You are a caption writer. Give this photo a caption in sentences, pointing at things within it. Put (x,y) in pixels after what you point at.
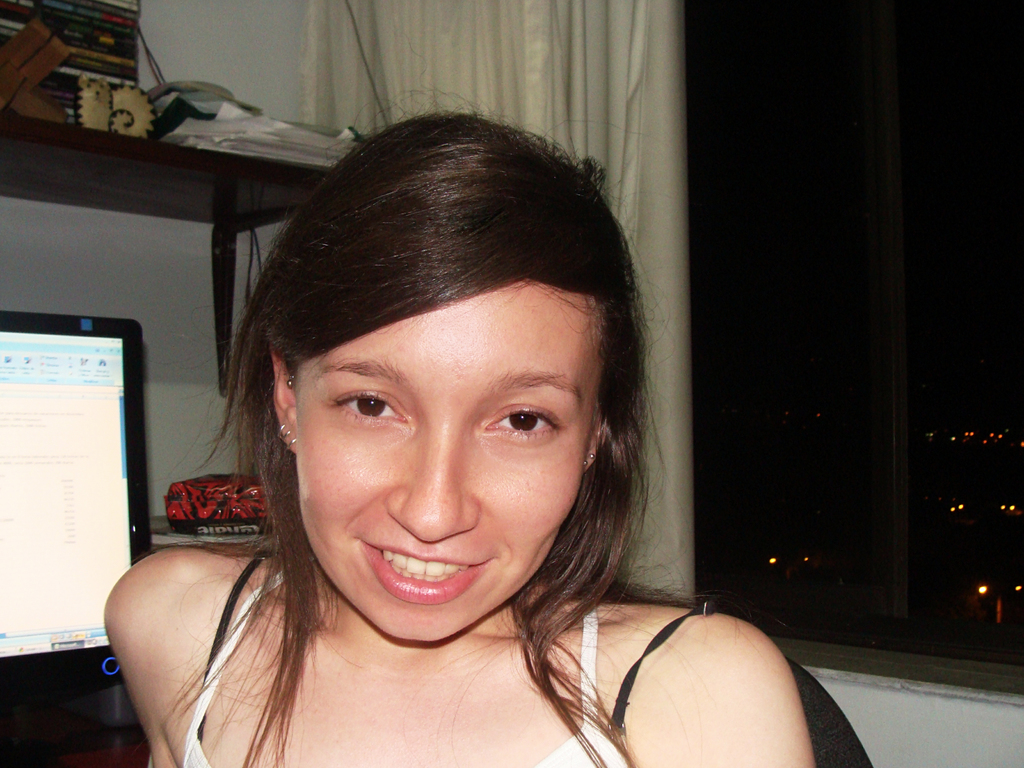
In this image I can see a woman (427,511) wearing white and black colored dress (563,762). In the background (564,20) I can see the curtain (455,71), the desk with few papers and few objects (138,86) on it, a monitor (38,454) and the window (740,413) through which I can see few lights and the dark sky (930,78).
